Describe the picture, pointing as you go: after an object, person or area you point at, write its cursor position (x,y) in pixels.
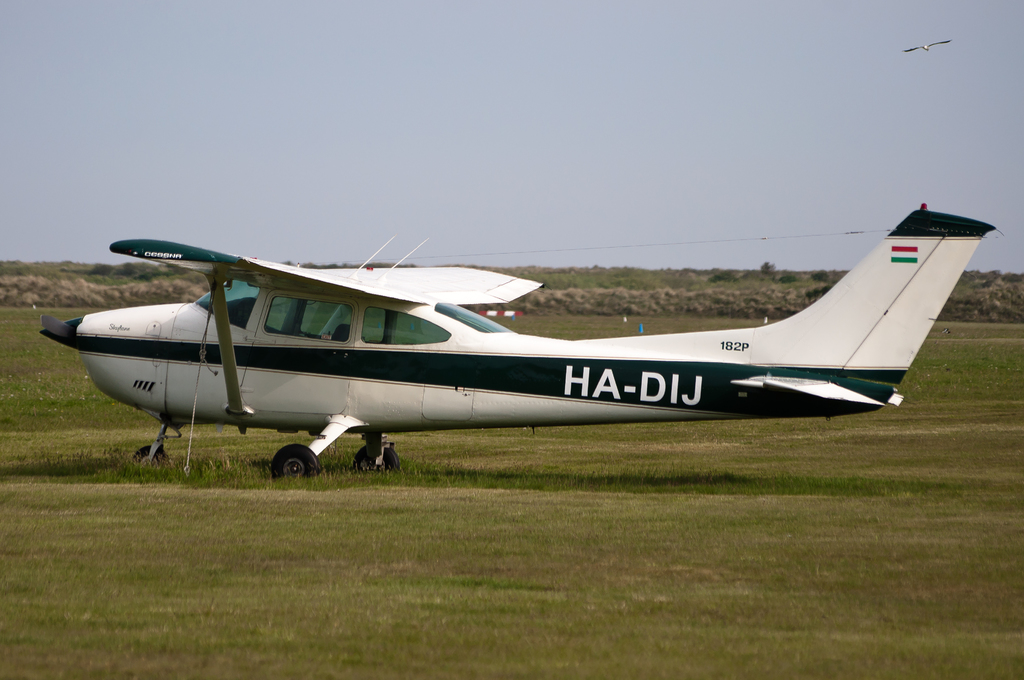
In the center of the image (487,319), we can see an aeroplane (412,253) and in the background (624,289), there are hills (556,292) and we can see some objects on the ground (695,445). At the top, there is a bird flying in the sky (398,114).
